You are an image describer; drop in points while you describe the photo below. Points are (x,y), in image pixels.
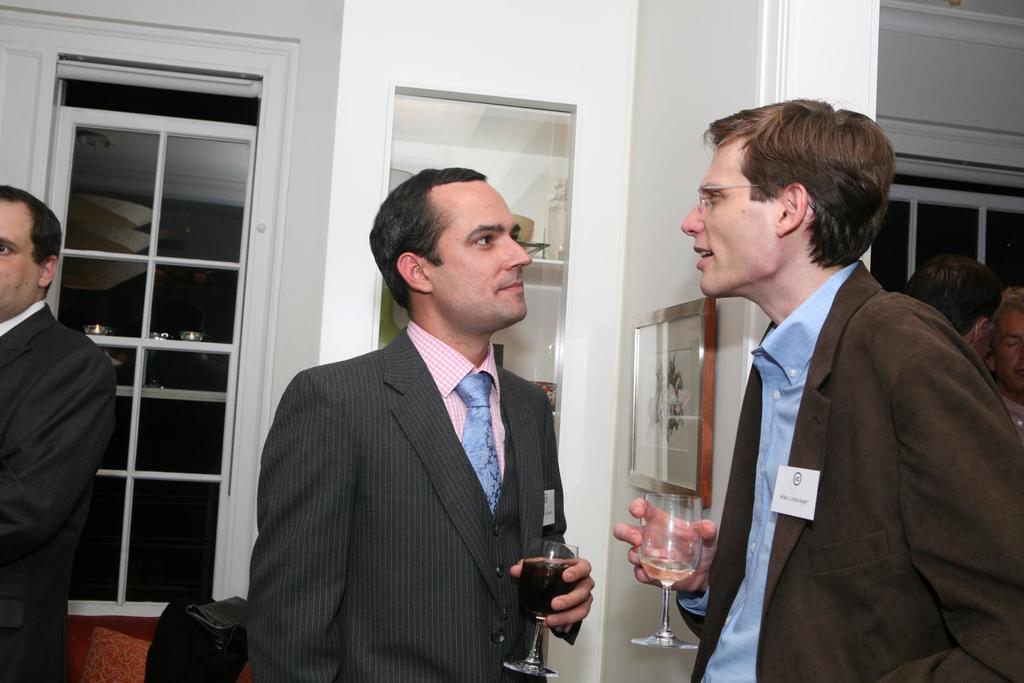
In this image we can see this two persons (896,531) are standing and holding glasses (535,575) in their hands (569,575). In the background (227,307) we can see a glass door (216,198) and a photo frame (670,359) on the wall (628,397).
